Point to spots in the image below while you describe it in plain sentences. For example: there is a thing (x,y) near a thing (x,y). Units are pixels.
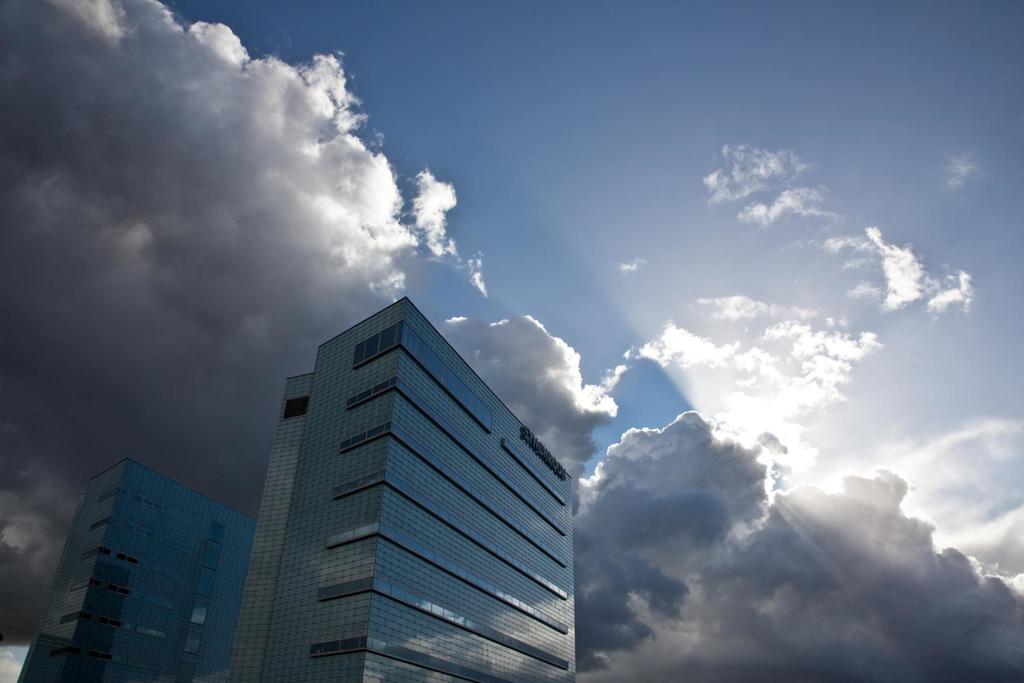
In this image we can see buildings (295,464), at above the sky (638,207) is cloudy.
